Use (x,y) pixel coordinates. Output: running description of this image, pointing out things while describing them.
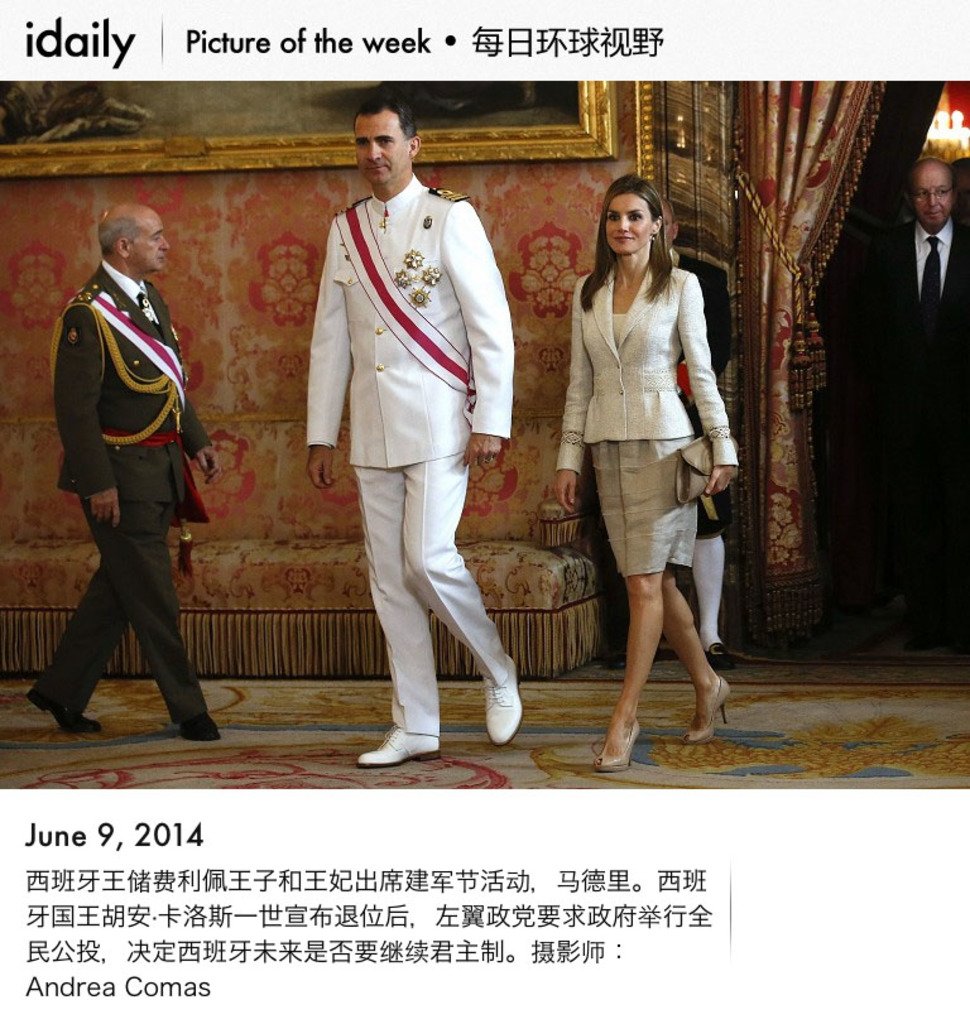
In this picture we can see group of people (949,435), beside to them we can find a sofa (564,632), curtains (744,269) and lights (957,118), and also we can see a frame (303,112) on the wall (296,285), at the bottom of the image (260,905) we can find some text (127,880).
